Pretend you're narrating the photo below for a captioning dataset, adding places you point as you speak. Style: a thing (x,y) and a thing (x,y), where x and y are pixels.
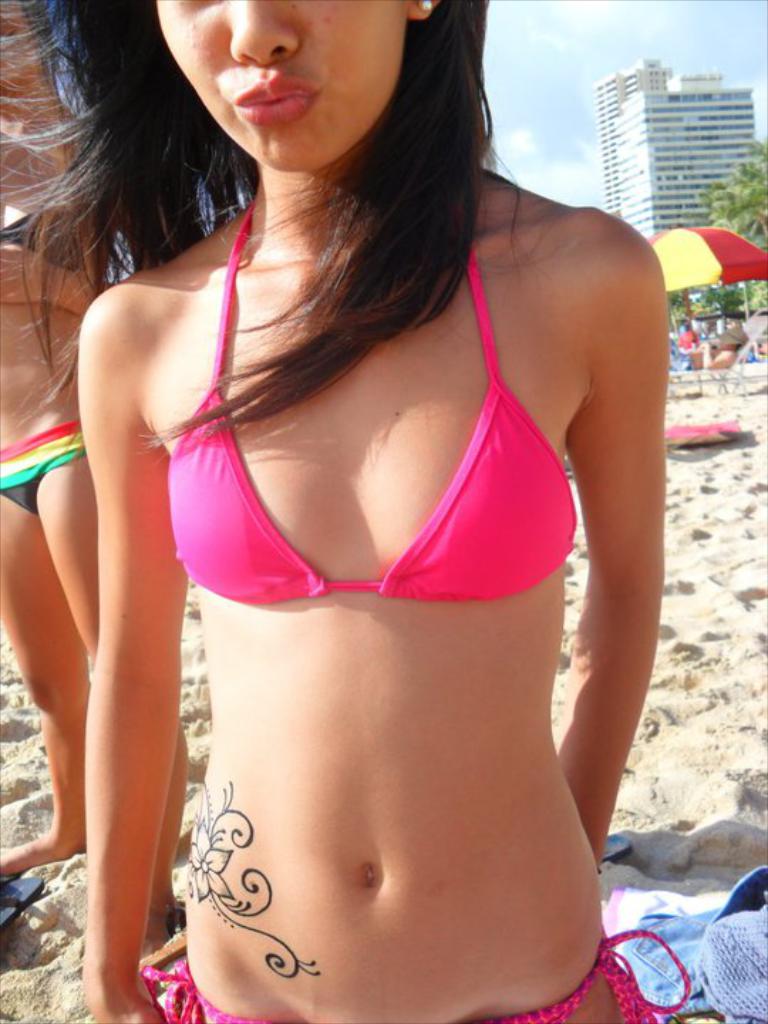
In this image we can see two people (406,525) on the sand (699,389) and also we can see a person (701,352) sitting on the chair (705,377), there are some objects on the sand (688,390), also we can see buildings (672,187), trees (737,227), umbrella (685,265) and the sky (516,78) with clouds (532,55).
